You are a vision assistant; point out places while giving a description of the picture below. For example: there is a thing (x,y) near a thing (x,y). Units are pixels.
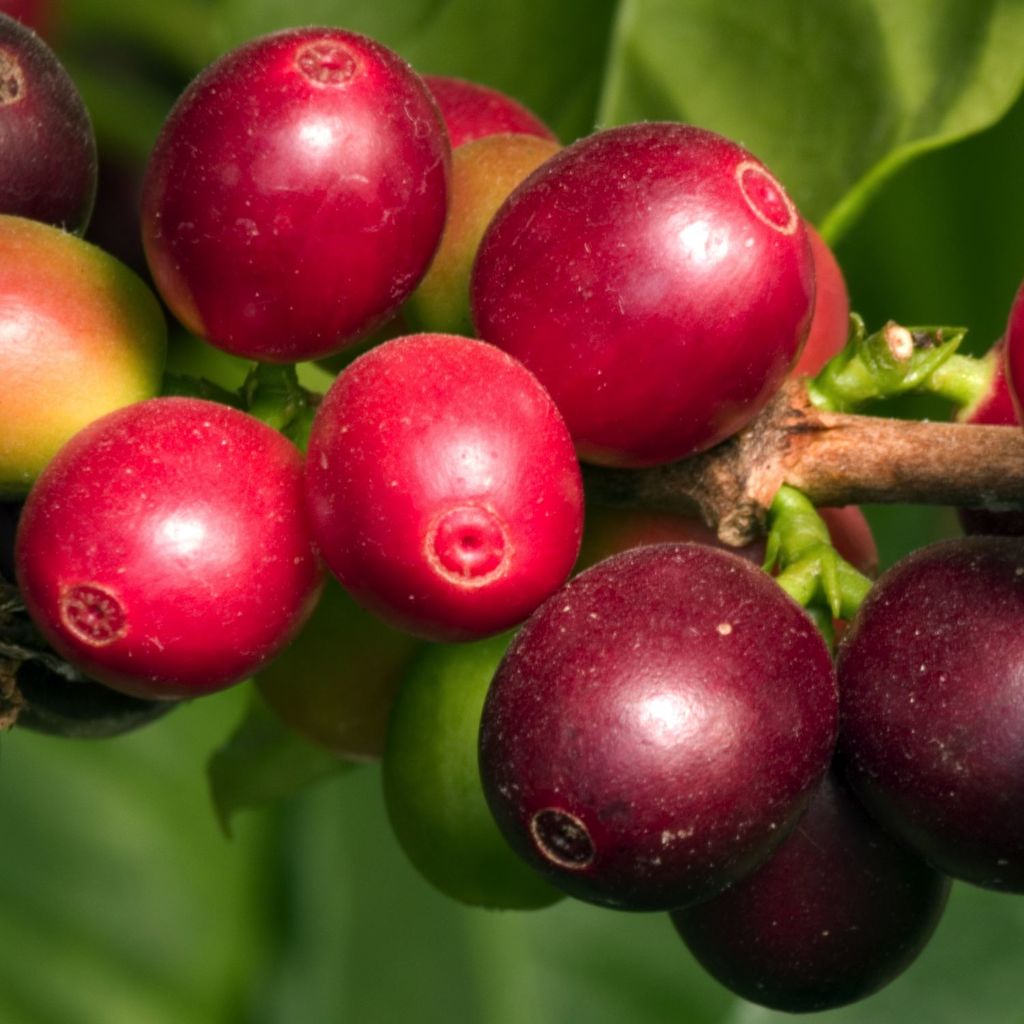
In this image we can see berries (542,496) to a plant (240,405) and in the background (345,1009) the image is blur.
